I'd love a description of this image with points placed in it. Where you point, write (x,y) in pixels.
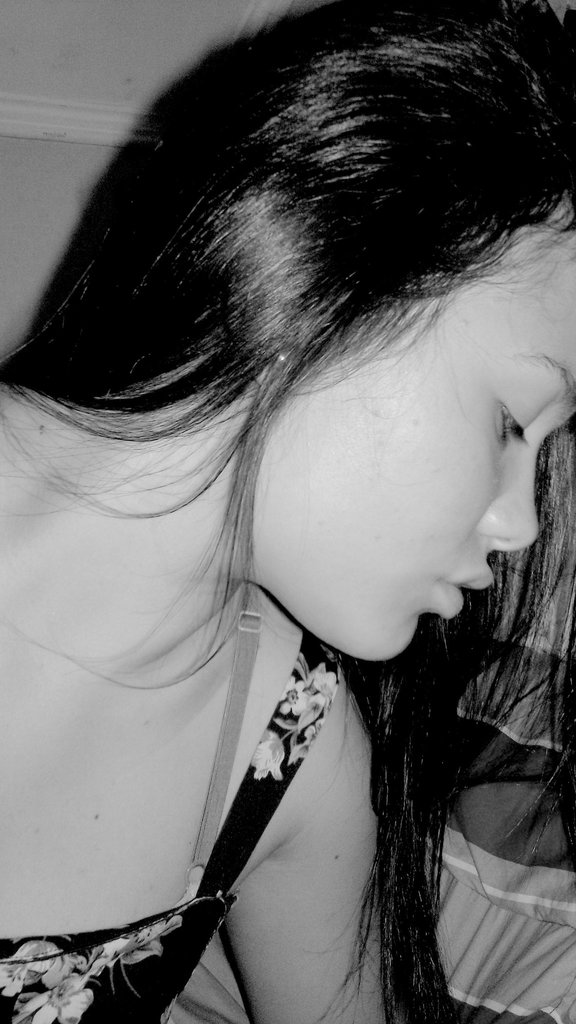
This is a black and white picture. In this picture we can see a woman (38,932), wearing a black dress (170,915) with floral print (98,963). Her hair (522,605) color is black.
